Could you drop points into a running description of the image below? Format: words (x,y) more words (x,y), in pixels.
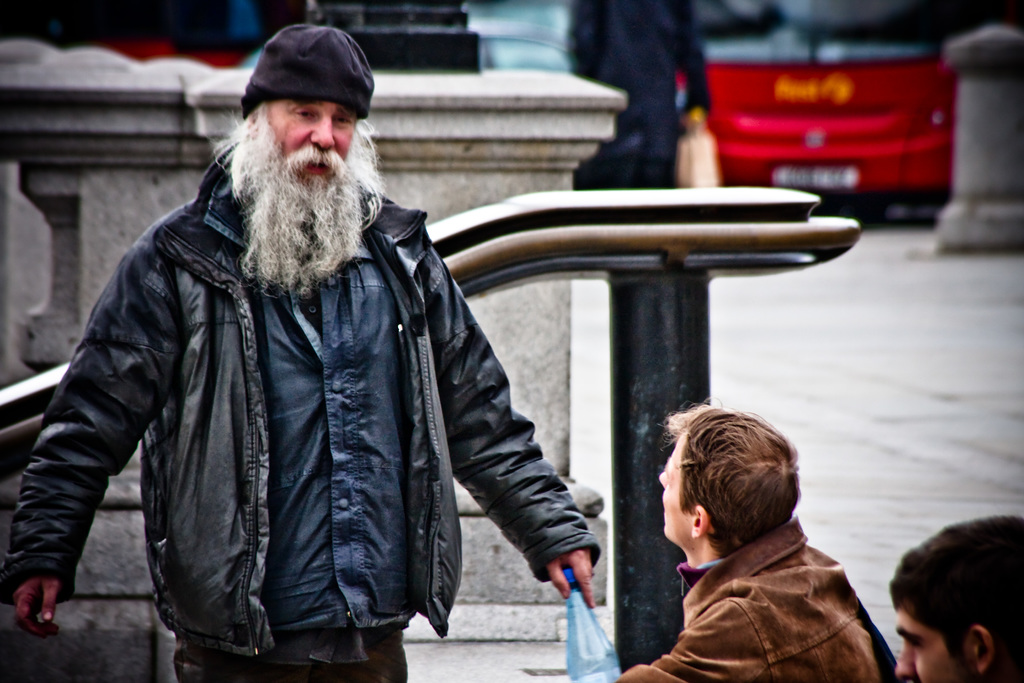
This is an outside view. On the left side (291,339) there is a man (245,341) wearing a jacket (202,489) and standing. This person (312,425) is holding a bottle (572,572) in the hand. In front of this man (381,516) there are two men (791,647). In the background (494,192) there is railing (572,228) and a pillar (474,146). In the background (800,101) there is a vehicle (770,103) and a person (674,71) on the road (829,325).
